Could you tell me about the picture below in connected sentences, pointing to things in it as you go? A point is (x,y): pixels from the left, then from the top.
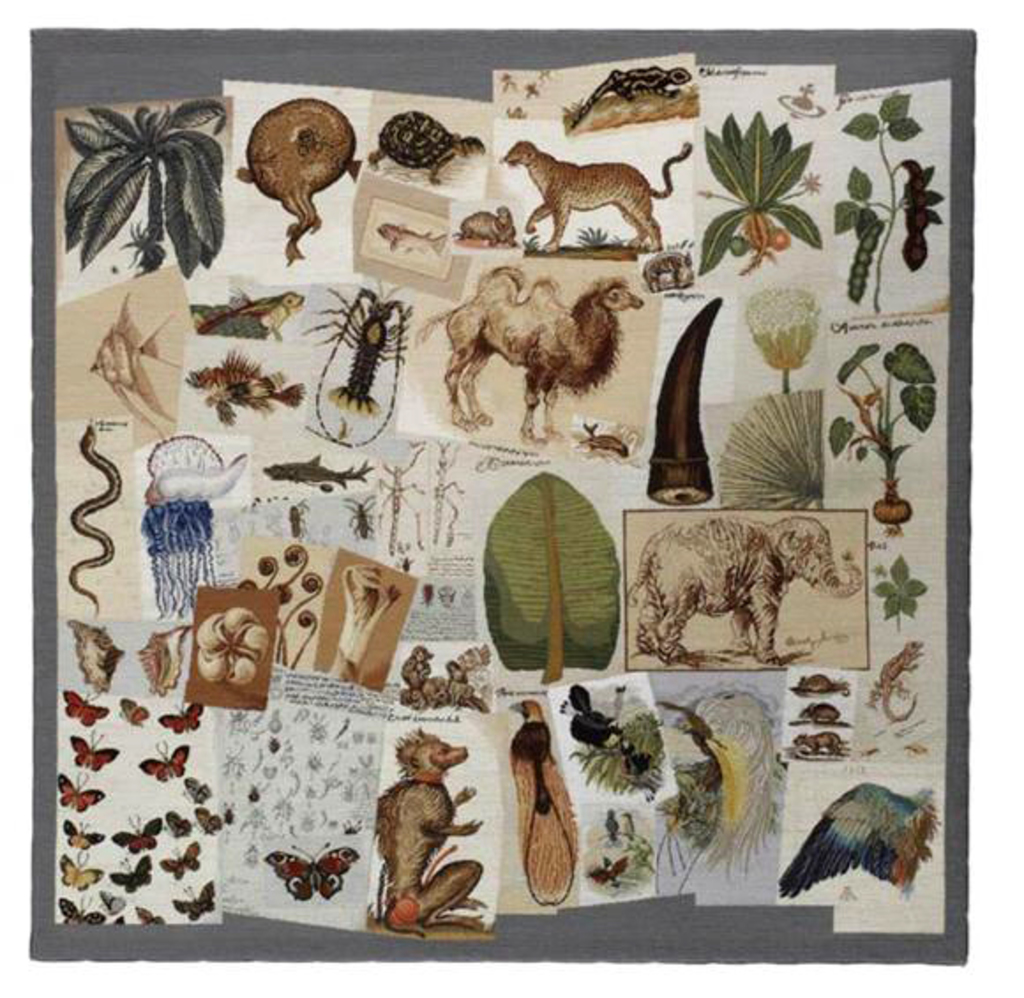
This image is a collection of pictures like animals (552,375), birds (578,724), insects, trees (191,272) and also plants (856,276) and butterflies (147,764).
